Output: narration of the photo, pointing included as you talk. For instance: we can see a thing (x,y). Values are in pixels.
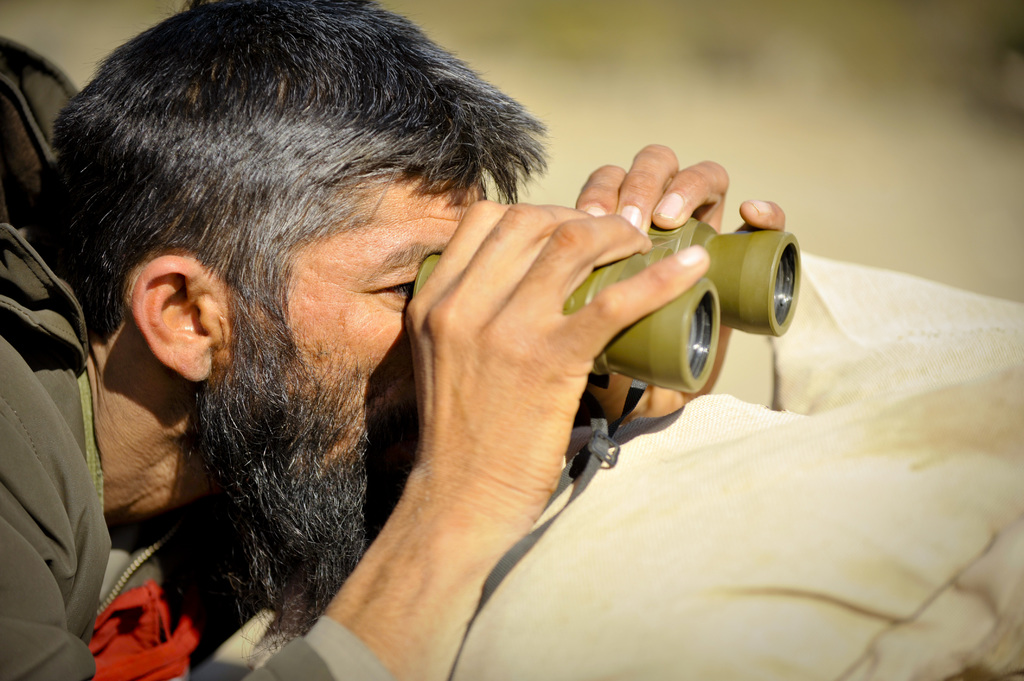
In this image there is a man (165,463). He is a holding a binoculars (690,294) in his hand (701,264). Below his hand (462,264) there is a cloth (846,345). The background (679,52) is blurry.
